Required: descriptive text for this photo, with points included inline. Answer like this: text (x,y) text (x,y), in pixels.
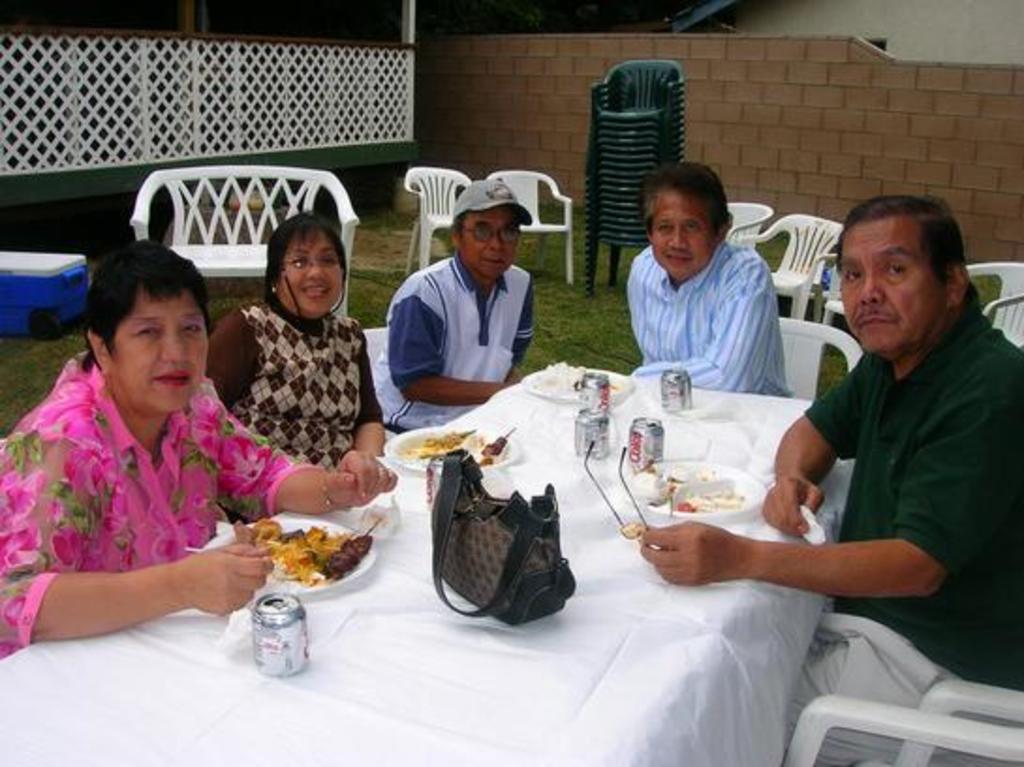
In the image we can see there are people (406,352) who are sitting on chair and on table (344,598) in plate (328,529) there are food items (367,552), there is purse (536,510) and coke cans (587,435).
